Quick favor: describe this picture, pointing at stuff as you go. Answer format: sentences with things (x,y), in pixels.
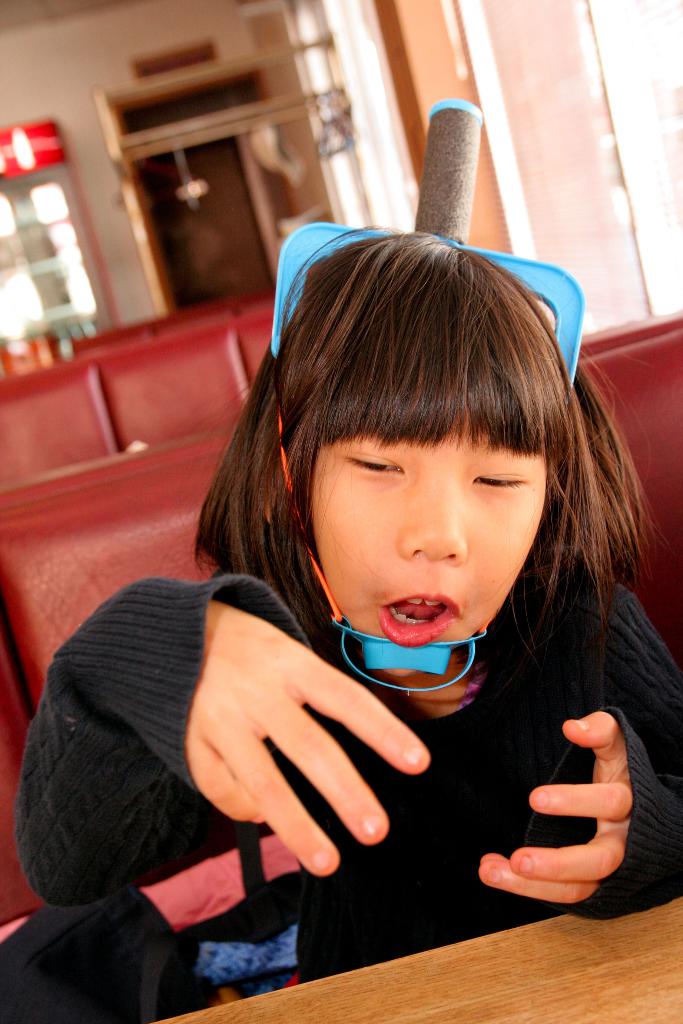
In this image there is a girl (287,496) sitting on the chair (138,488) and she is wearing some object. In front of her there is a table (538,959). Behind her there are chairs (218,425). In the background of the image (150,22) there is a wall (111,34). In front of the wall (77,139) there is some object (61,307).
